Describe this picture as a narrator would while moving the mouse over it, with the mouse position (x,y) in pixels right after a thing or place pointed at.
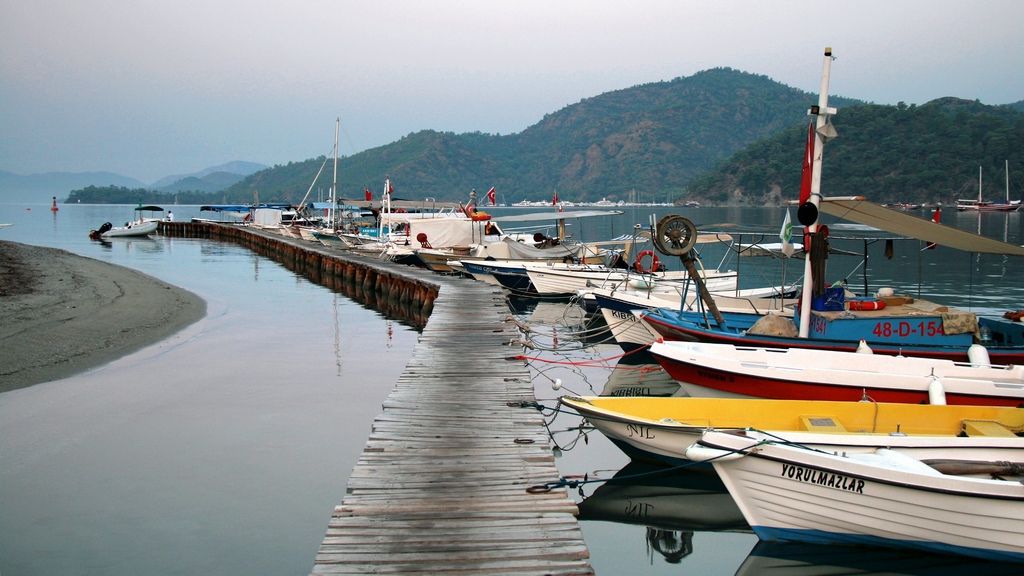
In the center of the image (486,330) there is a bridge (495,505). On the right side of the image (800,474) there are boats (953,416) in the water (48,209). On the left side of the image (127,293) there is sand (103,311) on the surface (117,350). In the background of the image (412,190) there are trees (779,137), mountains (302,191) and sky (325,57).
